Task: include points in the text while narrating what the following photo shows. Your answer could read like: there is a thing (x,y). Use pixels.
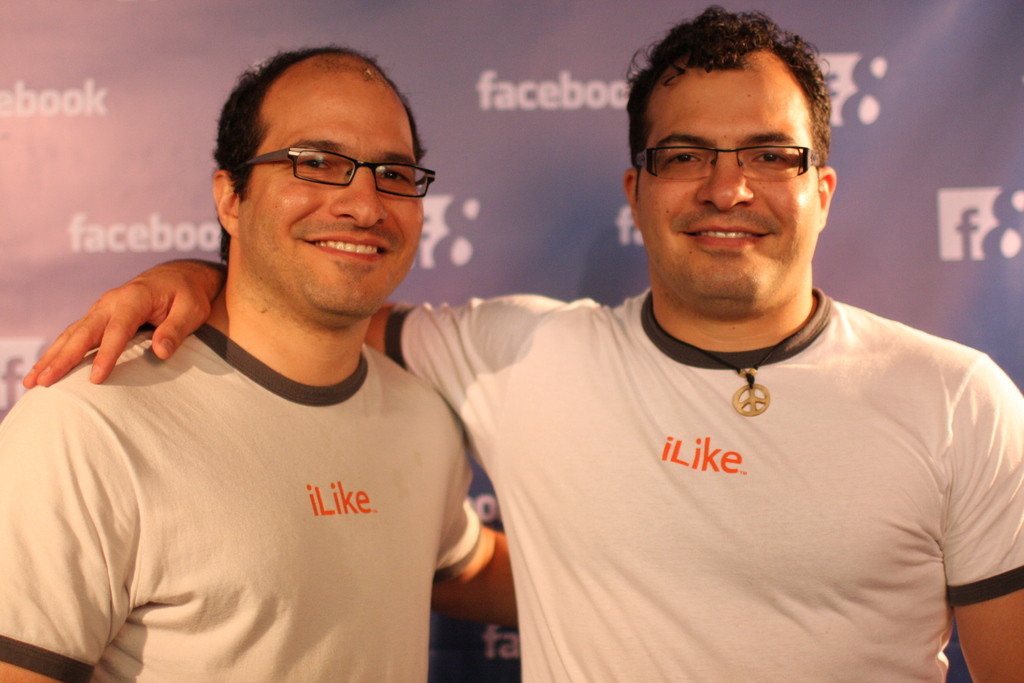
In this image we can see two persons (608,361) smiling and we can see a poster (565,234) with some text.
